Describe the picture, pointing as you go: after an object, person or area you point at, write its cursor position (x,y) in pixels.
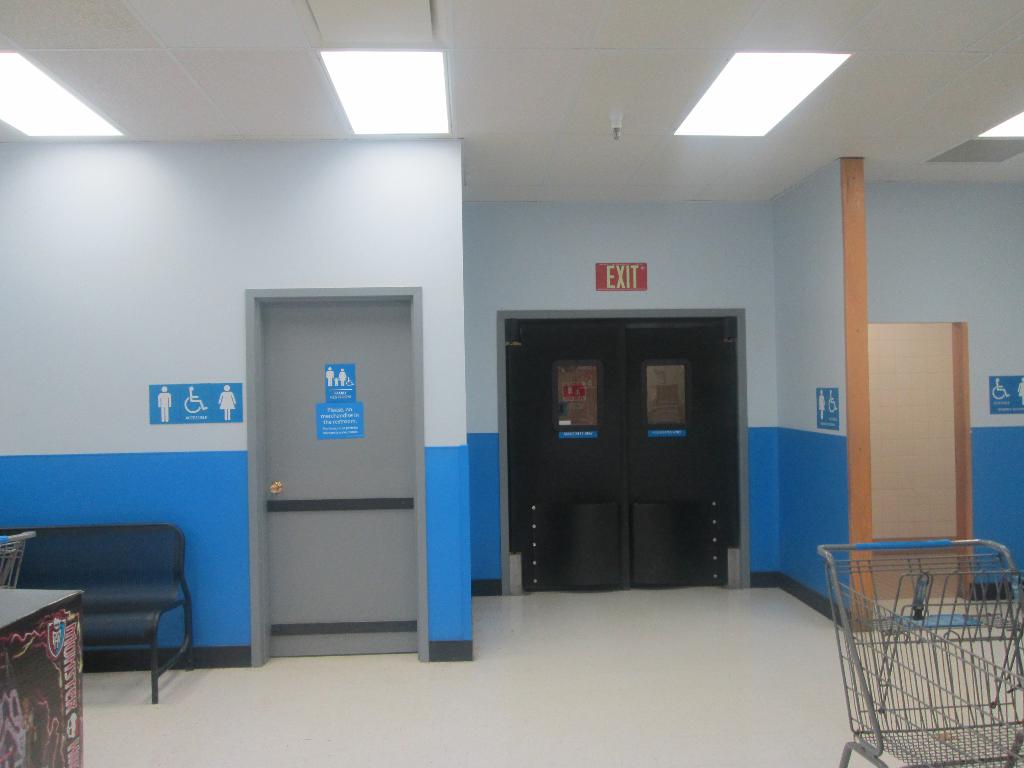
This image is clicked inside a room (535,645). In the background (343,322) there are doors (283,323) to the wall (841,379). There are boards (211,397) with pictures (822,408) and text (344,415) on the wall (205,583). To the left (125,612) there is a bench (119,590). To the right (892,666) there is a trolley (896,646). There are lights (709,113) to the ceiling (615,102).
